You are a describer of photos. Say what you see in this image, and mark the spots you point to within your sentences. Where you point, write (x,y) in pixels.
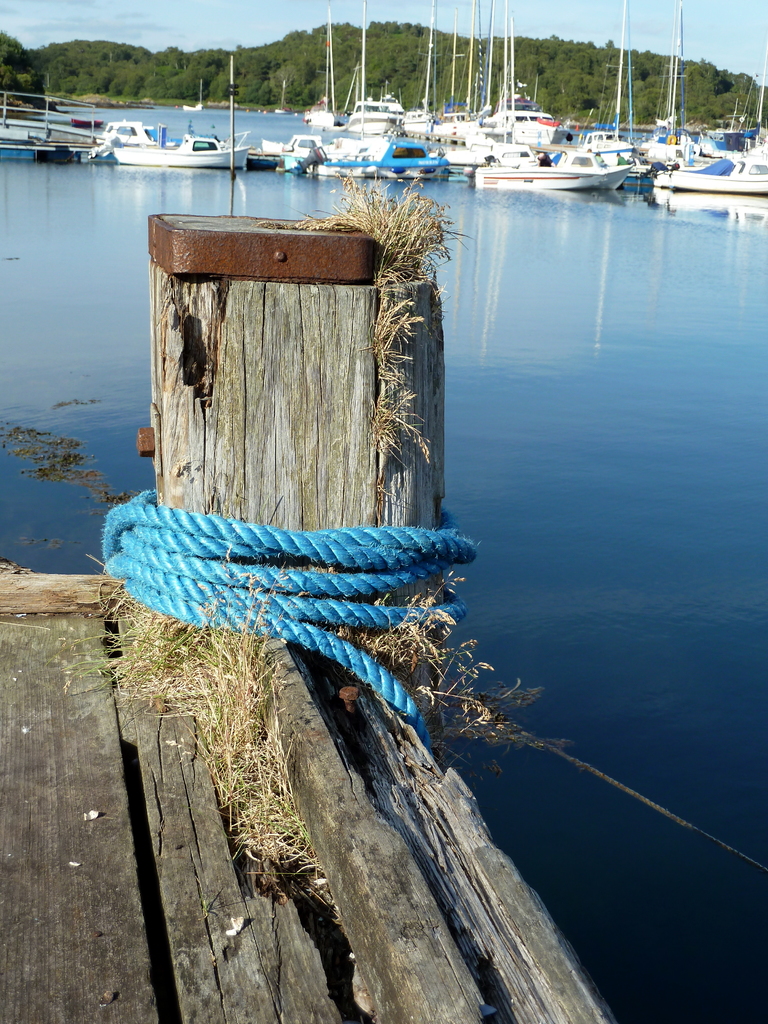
In this picture I can see a wooden thing (177,396) in front (289,482), on which there are ropes (156,567) and I see the grass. In the middle of this picture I see the water (200,181) on which there are number of boats (585,176). In the background (195,38) I can see the trees (417,73) and the sky (269,17).
